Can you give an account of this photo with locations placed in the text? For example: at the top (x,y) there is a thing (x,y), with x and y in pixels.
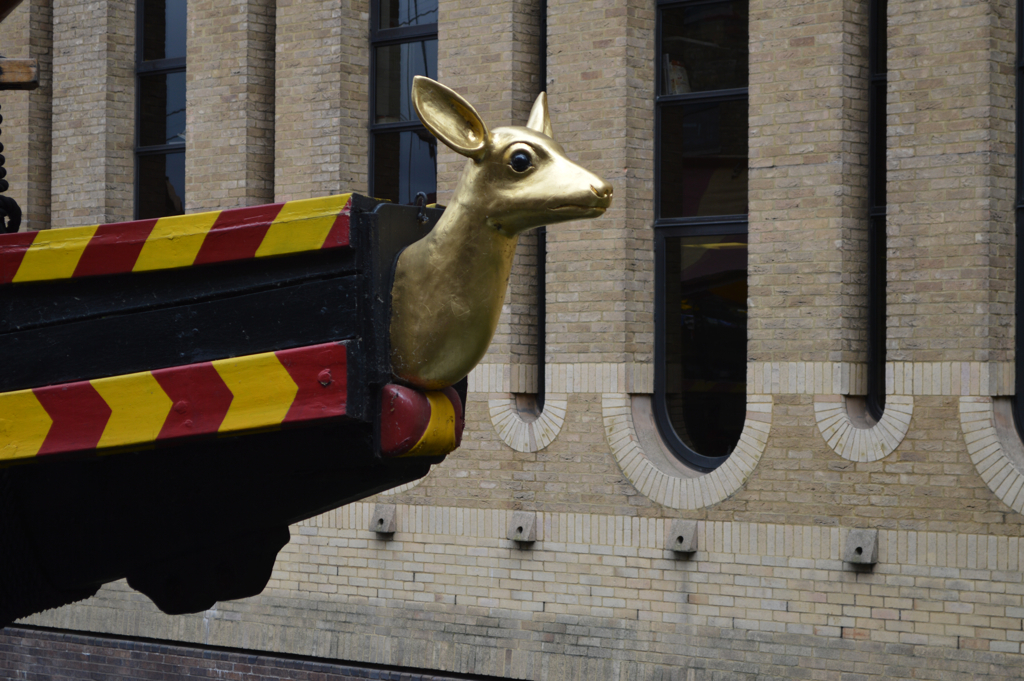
There is a golden color statue (506,186) which is attached to an object (224,329). This object (61,264) is hanged with a chain (2,173). In the background (95,43), there is a building (481,44). Which is having glass windows (540,56).
